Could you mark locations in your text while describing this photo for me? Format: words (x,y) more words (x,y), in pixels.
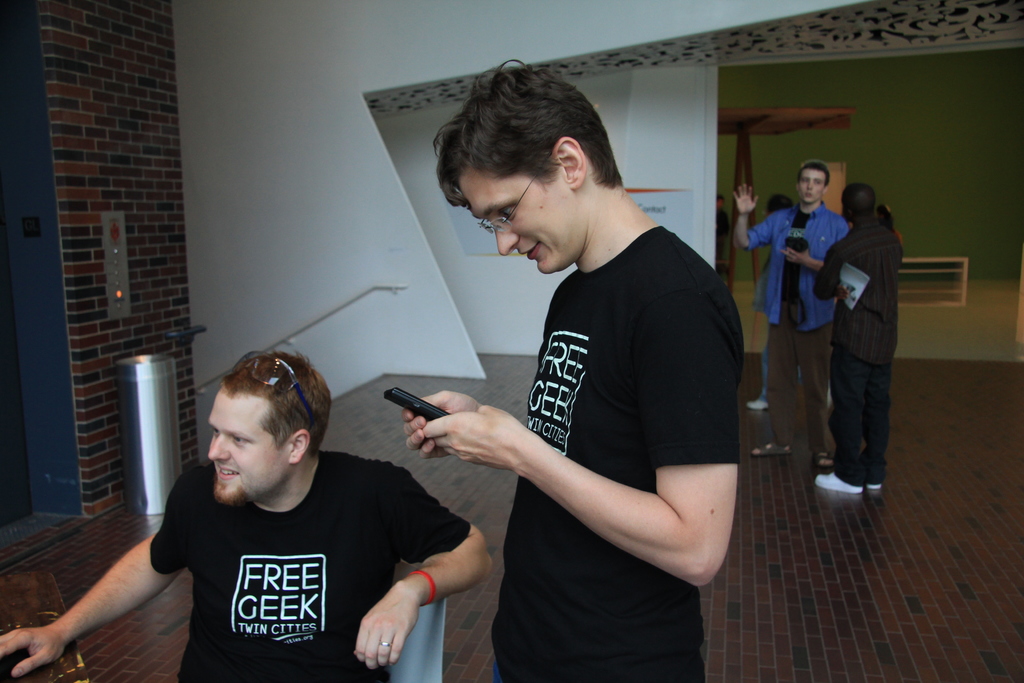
In the front of the image (245,529) on the left side (294,593) there is a person (333,636) sitting on the chair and in front of him there is a table (47,619). Behind him there is a man (574,327) standing and holding a mobile (402,394) in his hands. And on the left side (325,111) there is a wall (405,308) and lift (114,254). In the background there are pillars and also there is railing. And there are three persons (792,251) standing.
